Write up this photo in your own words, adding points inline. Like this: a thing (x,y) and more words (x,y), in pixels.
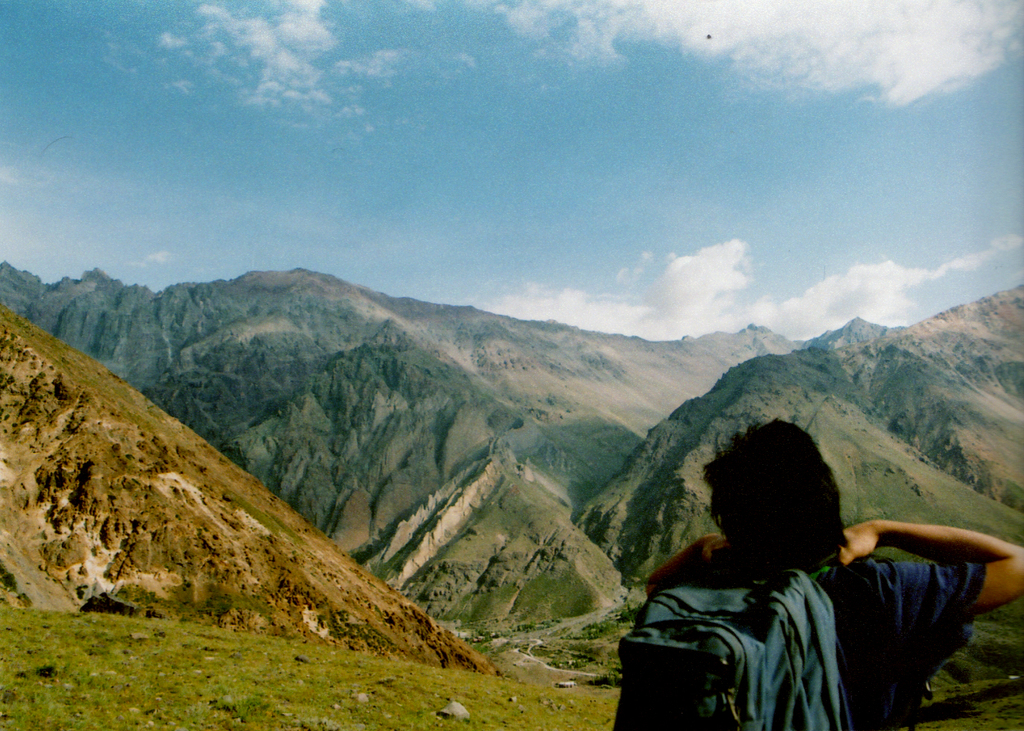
In this image there is the sky (510,120) truncated towards the top of the image (479,89), there are clouds (837,294) in the sky (737,94), there are mountains (501,383) truncated, there is a person (861,574) truncated towards the bottom of the image (836,655), he is wearing a bag (732,658), there is grass (297,695) truncated towards the bottom of the image (334,697).
